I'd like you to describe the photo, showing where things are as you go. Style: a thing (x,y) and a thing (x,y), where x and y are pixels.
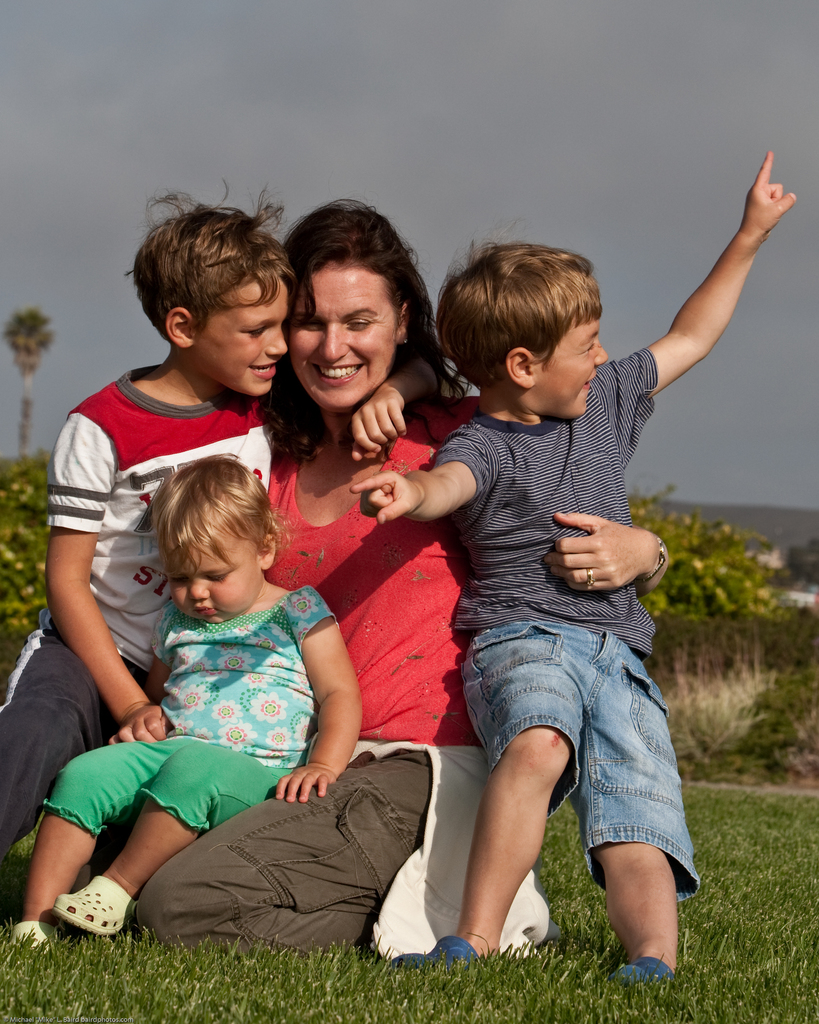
This is an outside view. In this image, I can see a woman (338,518) and three children (236,654), most are smiling. The woman (383,530) is sitting on the ground (369,970) and holding these children (211,671). On the ground (317,956), I can see the grass (410,1000). In the background (709,624) there are trees (703,555). At the top of the image (372,93) I can see the sky (393,101).
